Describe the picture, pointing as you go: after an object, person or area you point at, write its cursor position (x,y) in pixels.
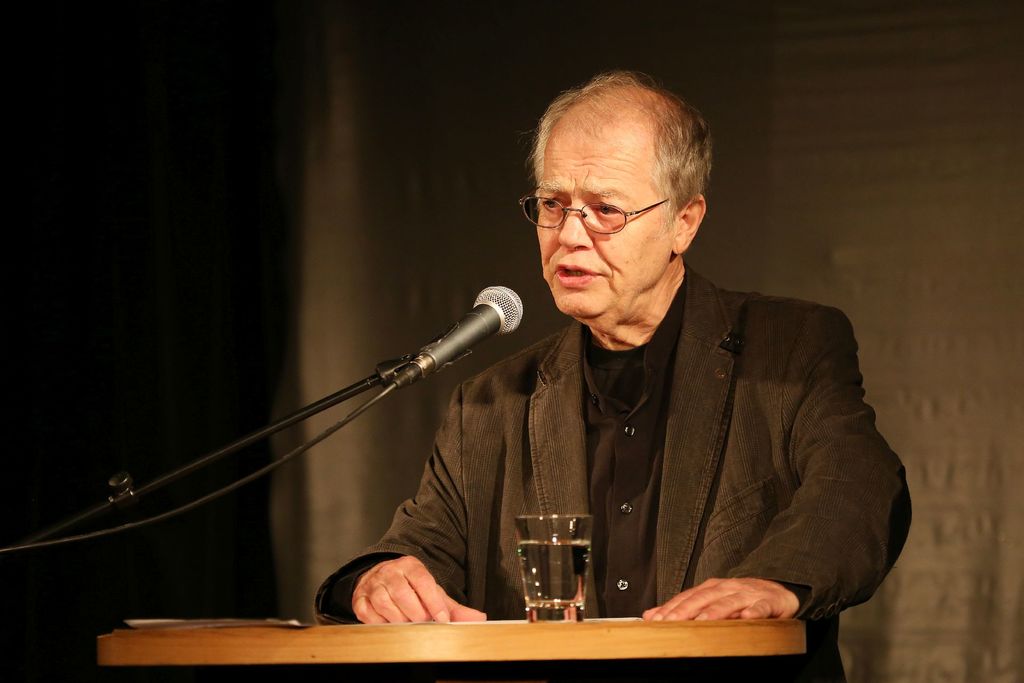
In this image there is a person (675,399) standing on the dais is speaking in a mic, in front of him there is a glass of water (518,539).
